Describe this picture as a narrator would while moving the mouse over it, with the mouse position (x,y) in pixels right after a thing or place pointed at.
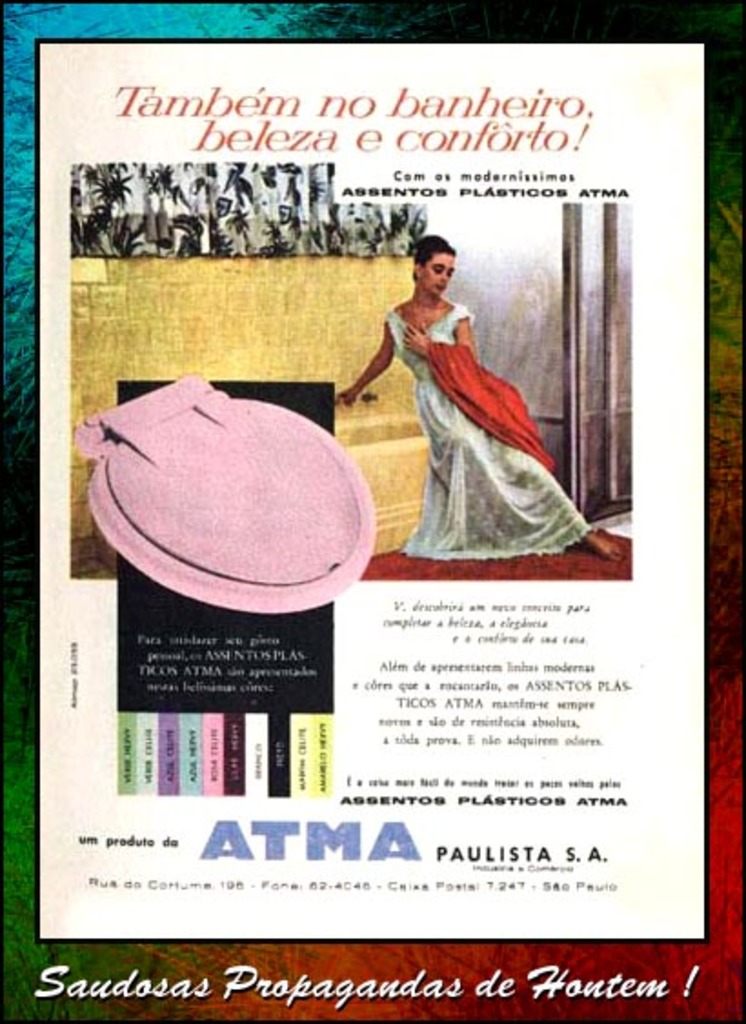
In this image we can see a poster (358,640). In poster (473,725) we can see a lady (436,499), few objects (371,478) and some description (504,687).
